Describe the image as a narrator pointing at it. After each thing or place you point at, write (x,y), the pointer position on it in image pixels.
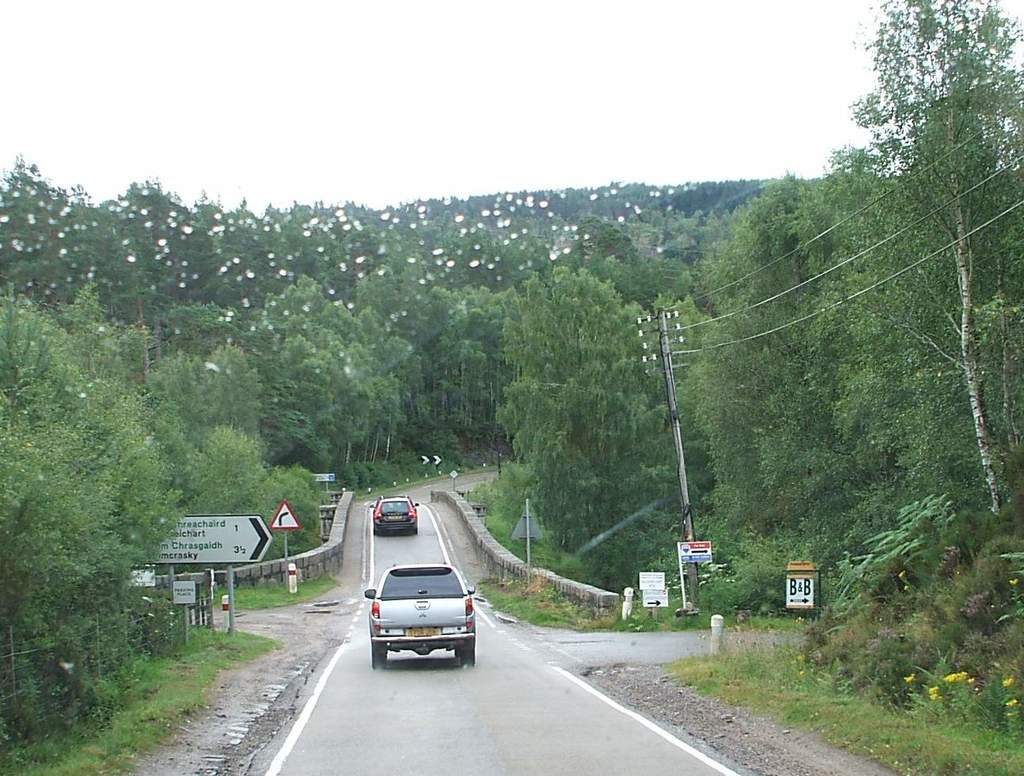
In this picture we can see there are vehicles (379,596) on the road (383,536) and on the left side of the vehicles (366,594) there are poles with directional boards (186,542) and sign boards (189,587). On the right side of the vehicles (392,612) there is a wall (591,586) and some objects (719,625). In front of the vehicles (405,594) there are trees (283,250) and a sky (406,49).
